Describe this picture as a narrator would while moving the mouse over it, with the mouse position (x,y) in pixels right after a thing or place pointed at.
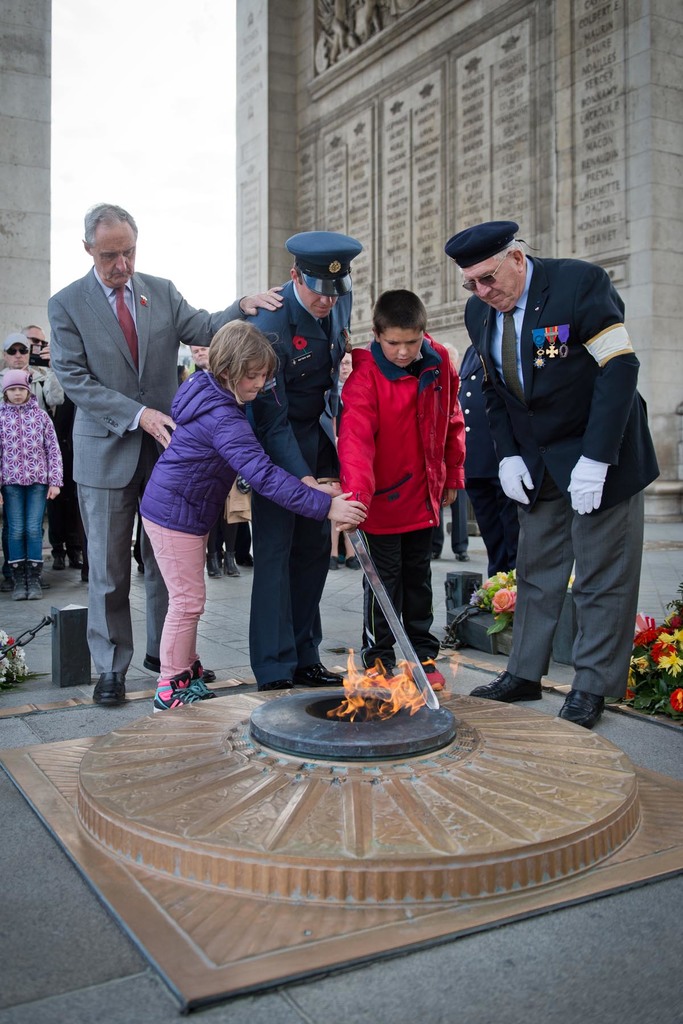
In this image we can see some persons (188,622) and police man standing near something in which there is flame (386,707), on right side of the image (503,601) there are some flowers (630,673) and in the background of the image (11,212) there are some persons (34,479) standing and there is a wall (288,177).
